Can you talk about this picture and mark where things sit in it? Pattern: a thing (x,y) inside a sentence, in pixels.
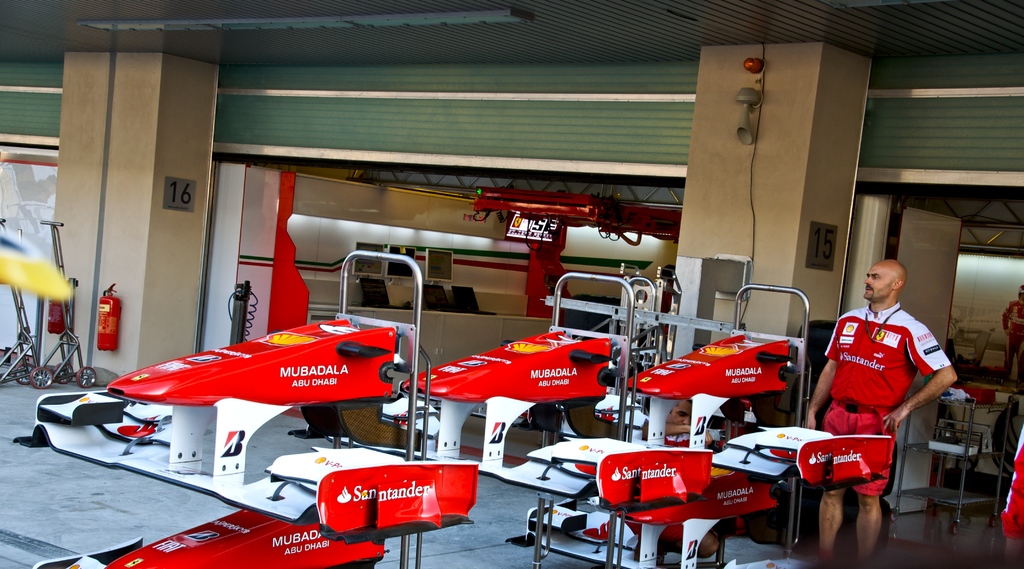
In this picture, we see a man (931,344) in the red T-shirt (852,348) is standing. Beside him, we see the car racing frames (519,407). Behind him, we see a rack (1007,436) in which some objects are placed. Beside him, we see a pillar (797,206). On the left side (49,322), we see the trolleys (22,354), fire extinguishers (61,306) and a pillar (125,301). In the background (505,249), we see a wall (487,253) on which monitors (378,273) are placed. At the top (474,59), we see the roof (338,44) of the building (483,175).
